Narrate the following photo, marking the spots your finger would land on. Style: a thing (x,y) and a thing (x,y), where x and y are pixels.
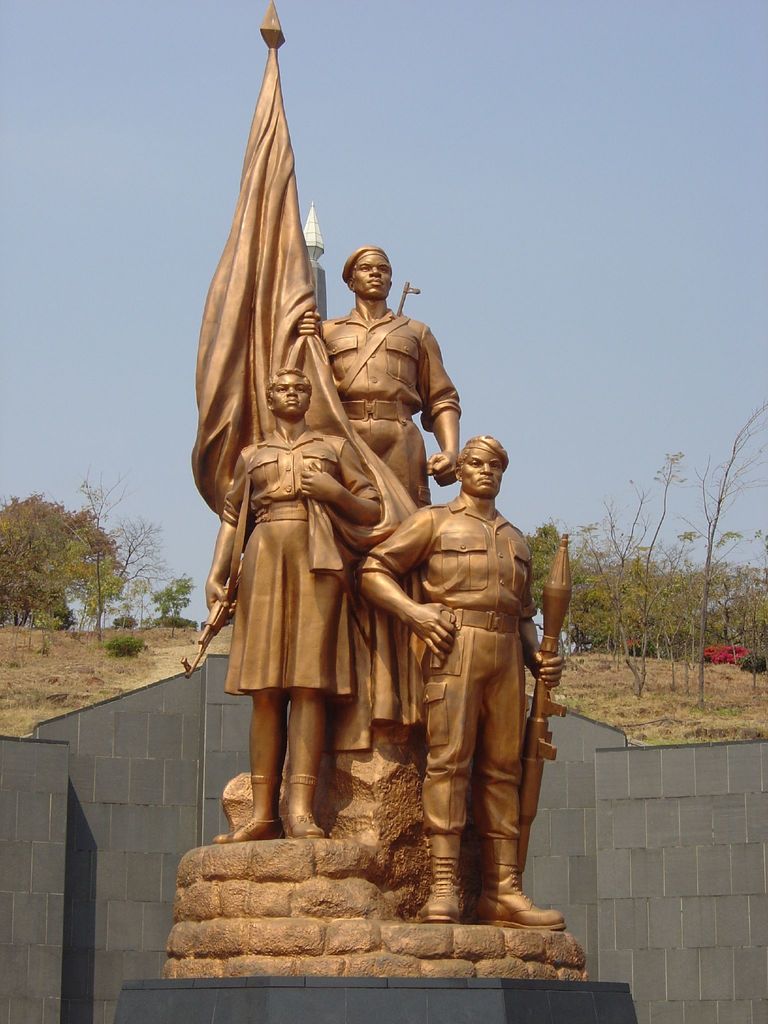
In the middle of the image (374,345) we can see some statues (205,436). Behind the statues (313,638) there is wall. Behind the wall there are some trees (2,527). At the top of the image (99,303) there is sky (751,13).
